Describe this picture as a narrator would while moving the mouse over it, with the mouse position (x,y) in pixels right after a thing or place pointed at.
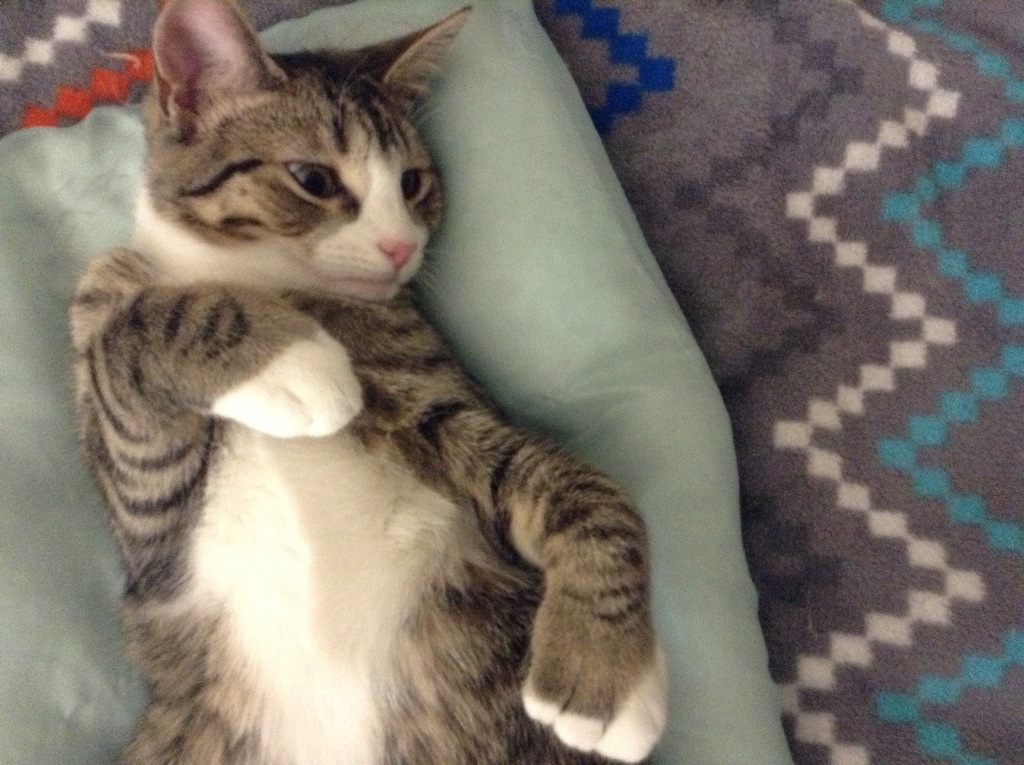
In this picture I can observe a cat (287,540) laying on the bed (75,476). This cat (285,181) is in brown and white color.
